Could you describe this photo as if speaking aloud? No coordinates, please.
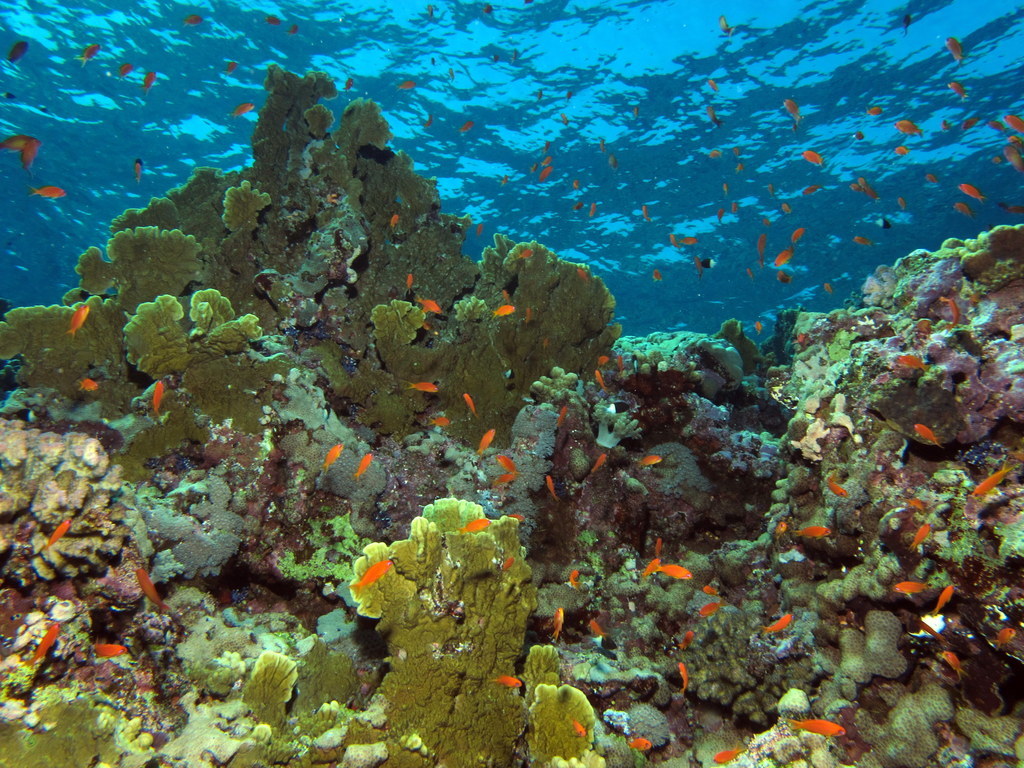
This picture is consists of underwater view and there are fish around the area of the image.
